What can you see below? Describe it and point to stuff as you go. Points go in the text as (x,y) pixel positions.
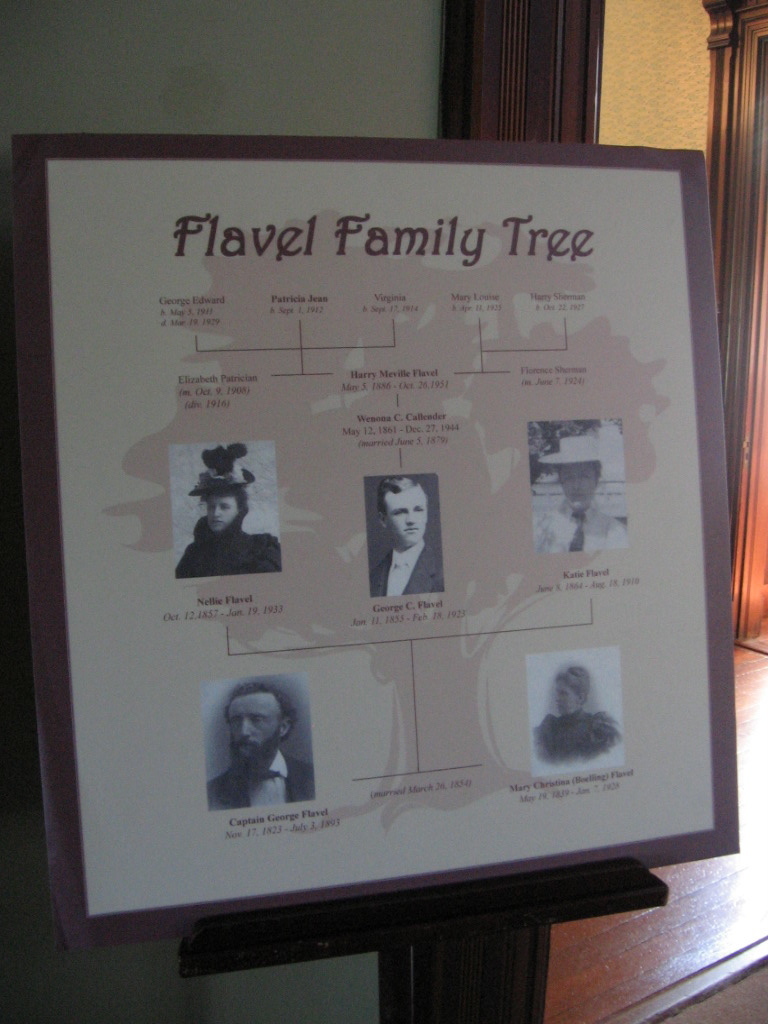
In the middle of the image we can see a banner (17,143). Behind the banner (183,902) there is wall (310,39).
